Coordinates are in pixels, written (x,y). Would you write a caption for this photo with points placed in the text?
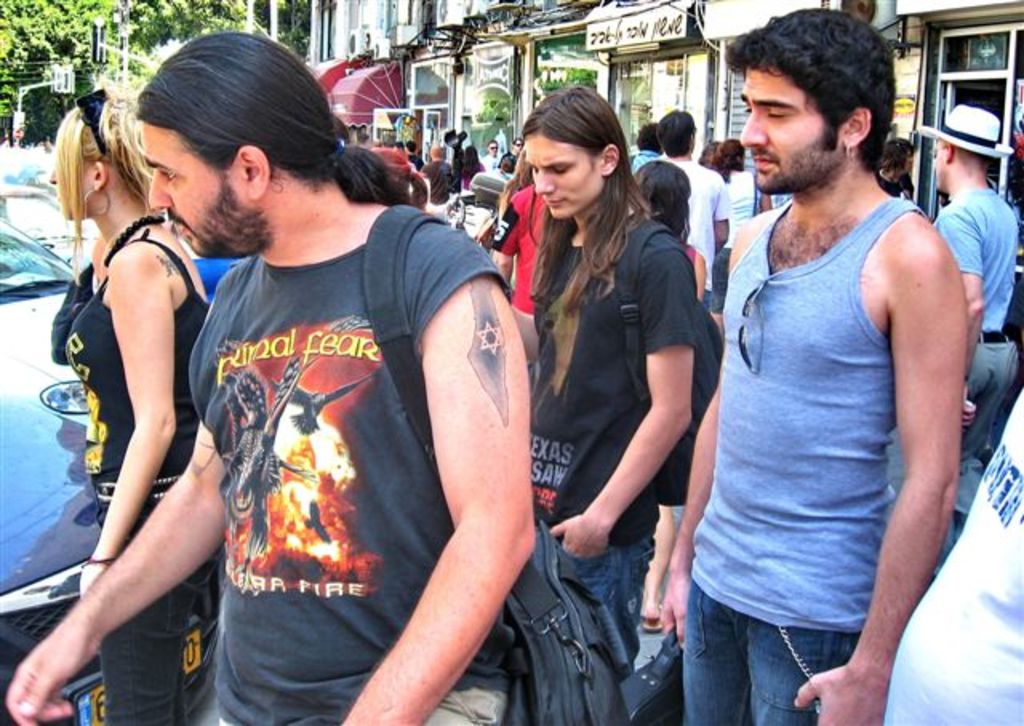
In the center of the image (429,250) there is a person (174,82) wearing a black color t-shirt (349,307) and he is wearing a bag (597,686). Beside him there is a lady (135,204) wearing black color dress (93,404). At the left side of the image (44,614) there is a car (38,246). At the background of the image (423,165) there are many people (420,161), there are many stores (515,9). At the right side of the image (912,471) there is a person (707,564) wearing a blue color vest (828,303). Beside him there is a girl (595,534) wearing black color t-shirt (683,296) and a bag (716,352).
